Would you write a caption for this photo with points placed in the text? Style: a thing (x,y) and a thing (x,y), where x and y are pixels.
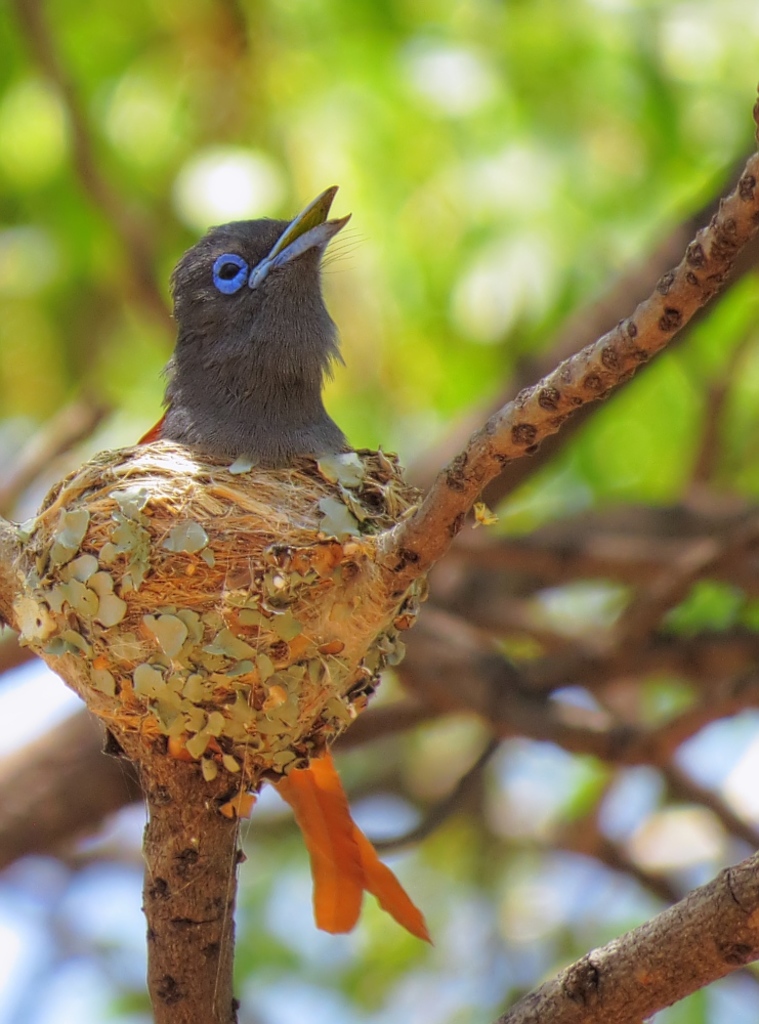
In this picture we can observe a bird (195,343) which is in black and orange color. The bird (213,391) is on the branch (229,963) of a tree (229,963). In the background (74,202) we can observe green color tree (422,158).
